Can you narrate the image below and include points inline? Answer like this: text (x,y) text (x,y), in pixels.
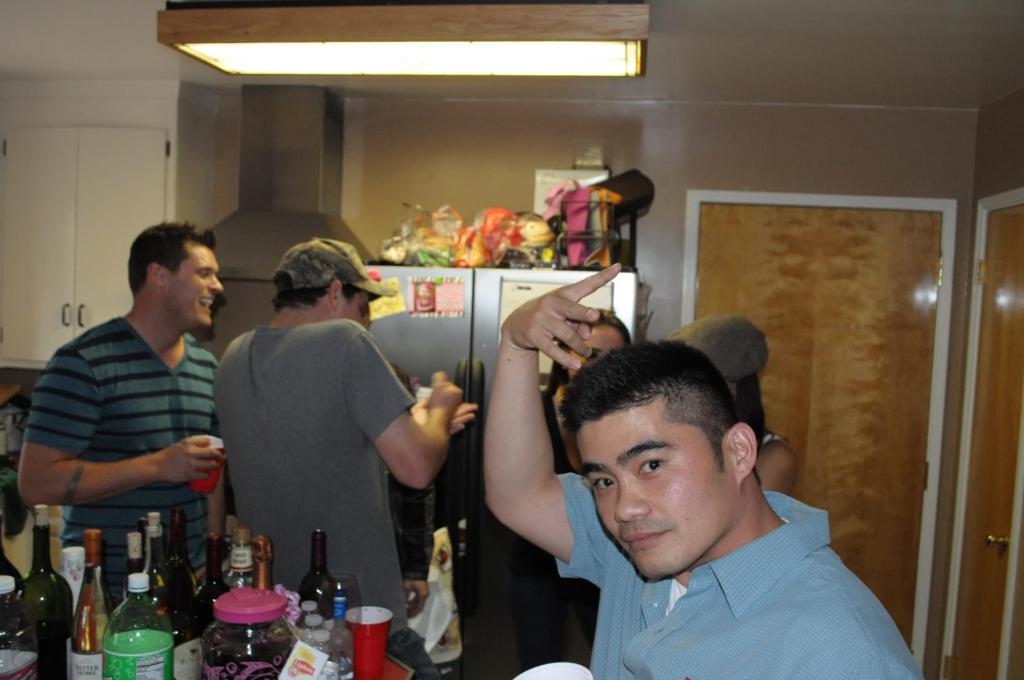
This picture is of inside. On the right (729,478) there is a man (732,603) wearing blue color shirt (819,627) and standing, behind him there are two persons (690,326) standing. In the center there is a table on the top of which there is a jar (285,649), a glass (362,633) and bottles (151,586) are placed, behind the table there are two persons (253,338) standing. In the background (679,126) there is a door (875,247), a wall (429,154) and a machine (479,299) on the top of which some food items (514,215) are placed and a cupboard (66,204) in the left corner (103,174).
